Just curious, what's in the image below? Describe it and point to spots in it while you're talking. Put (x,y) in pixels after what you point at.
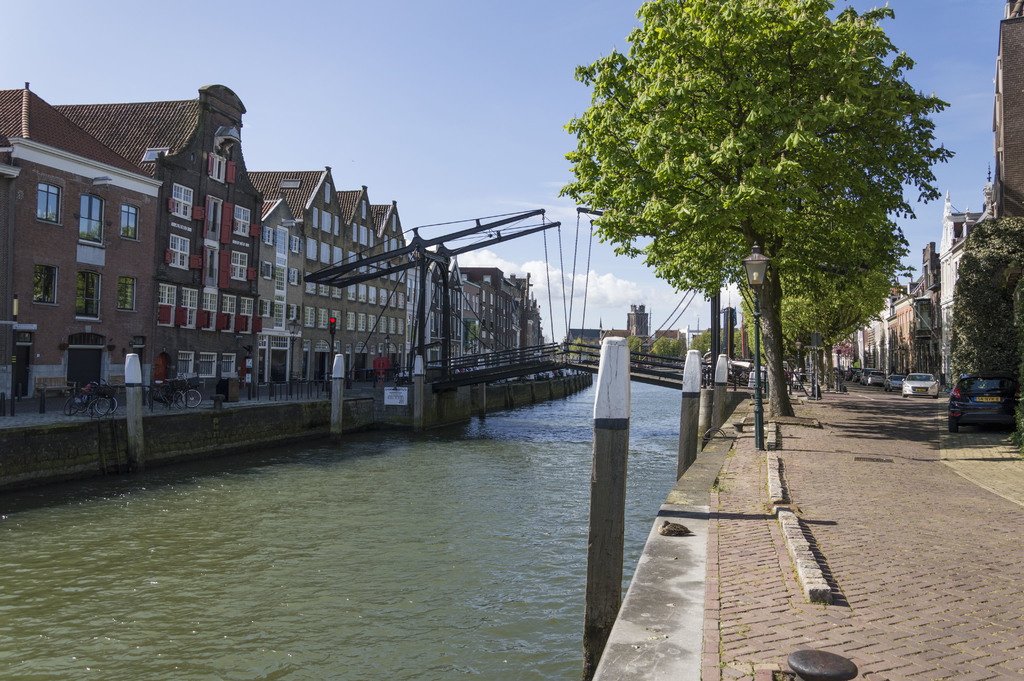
In this image we can see a bridge (542,354) across the river (502,497), barrier poles (129,414), bicycles (161,403) on the floor (244,402), buildings (133,207), trees (740,196), street poles (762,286), street lights (752,276), motor vehicles (934,386) on the road (989,667) and sky (449,72) with clouds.
